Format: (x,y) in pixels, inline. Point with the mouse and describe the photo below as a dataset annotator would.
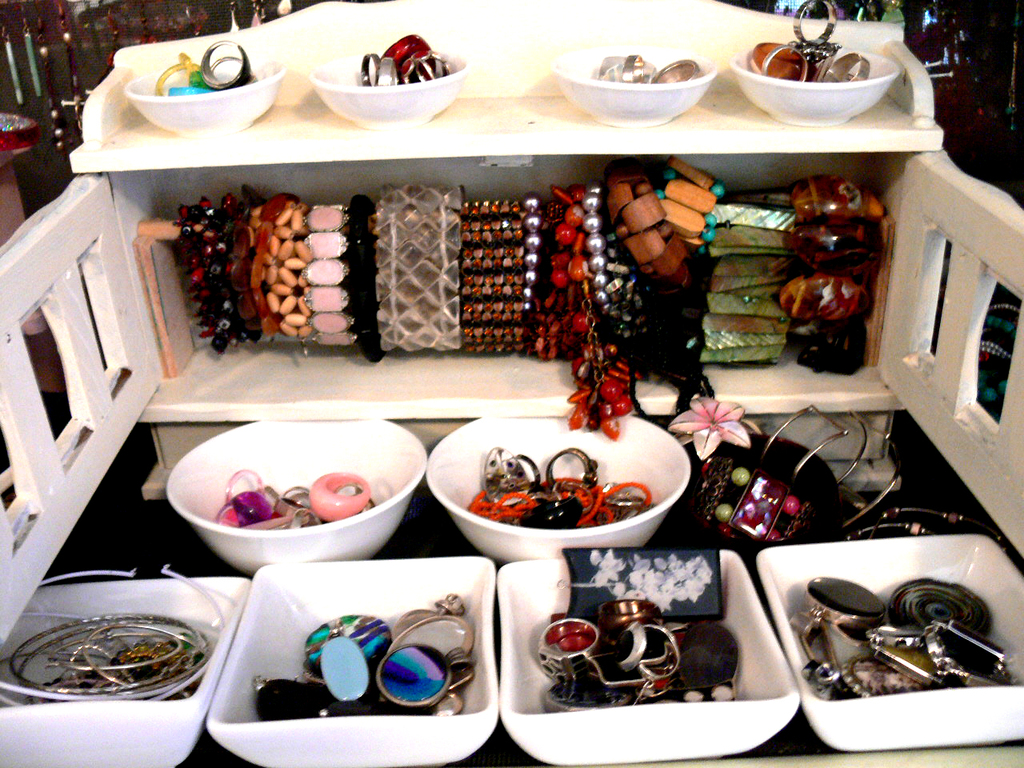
In the picture I can see objects (617,612) in bowls (458,498) and some other objects (689,282). These bowls (322,527) are white in color.
